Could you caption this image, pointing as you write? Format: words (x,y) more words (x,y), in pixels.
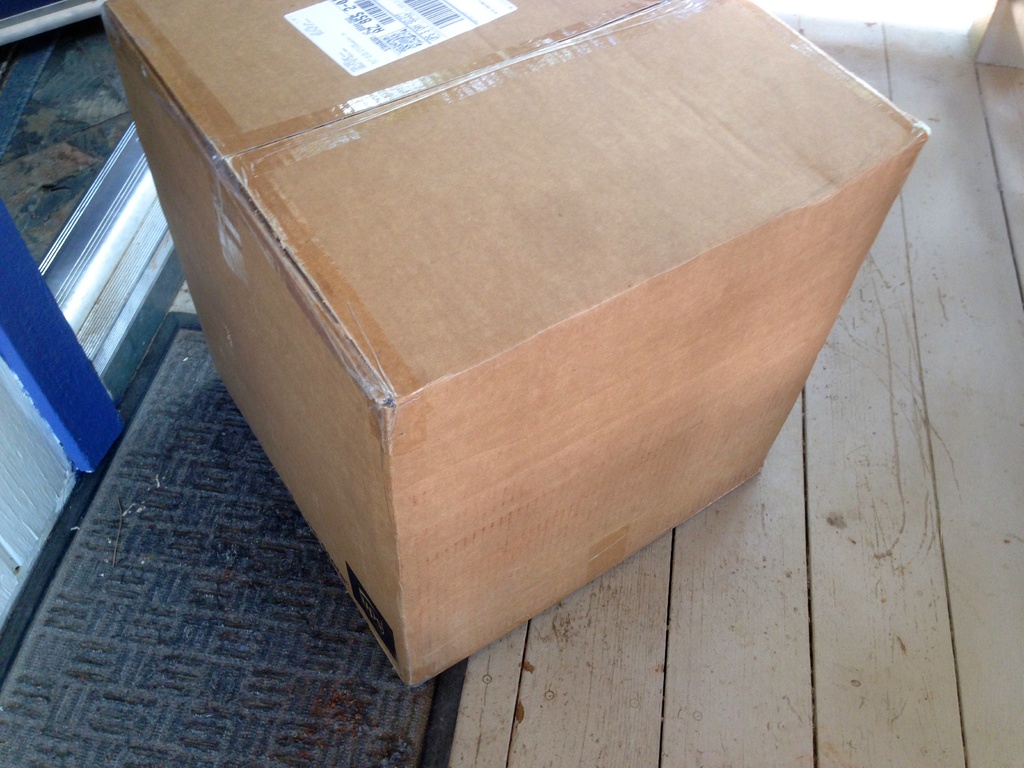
In this image, we can see a carton box (572,547) on the wooden surface (748,637).
